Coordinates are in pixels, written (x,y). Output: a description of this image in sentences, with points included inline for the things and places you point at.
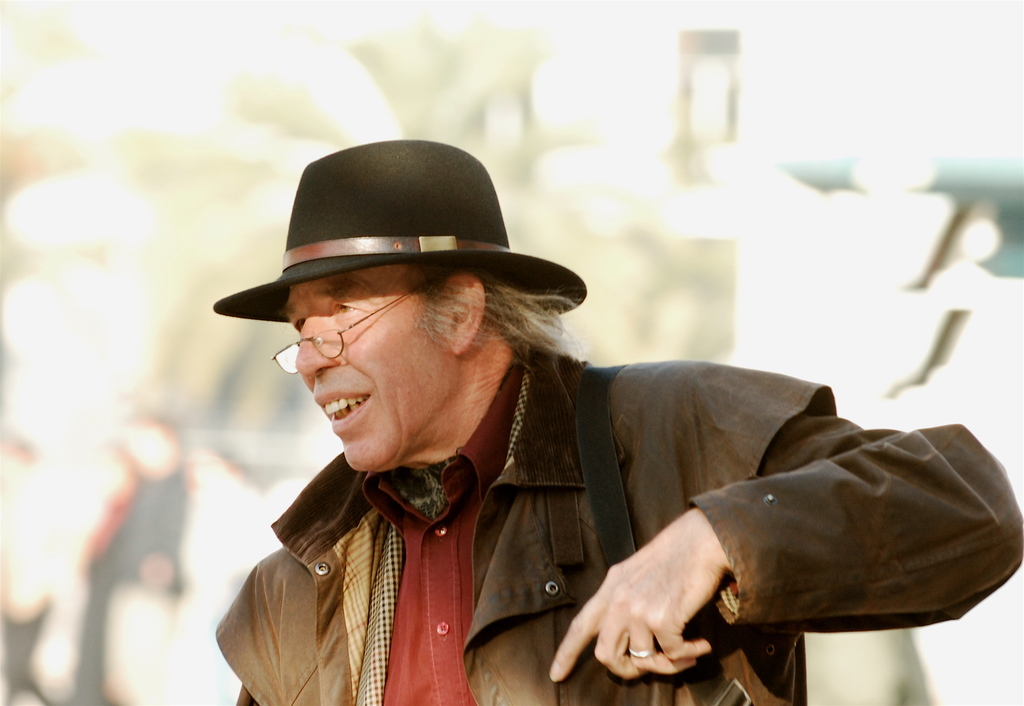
In this image I can see a person (404,425) with cap (350,174) and spectacles (278,359). Also there is a blur background (123,39).
